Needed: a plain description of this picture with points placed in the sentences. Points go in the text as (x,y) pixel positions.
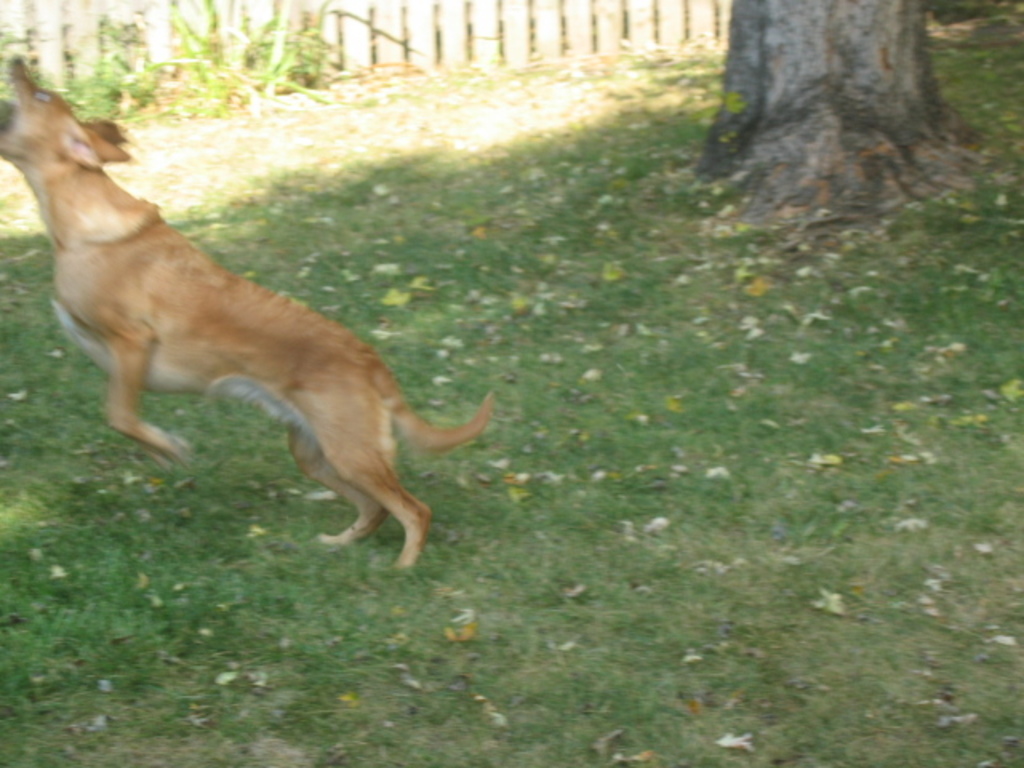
In this image there is a dog (323,423) jumping on the surface of the grass (636,604), in the background (842,120) there is a tree (836,111), plants (328,56) and a wooden fence (526,35).
